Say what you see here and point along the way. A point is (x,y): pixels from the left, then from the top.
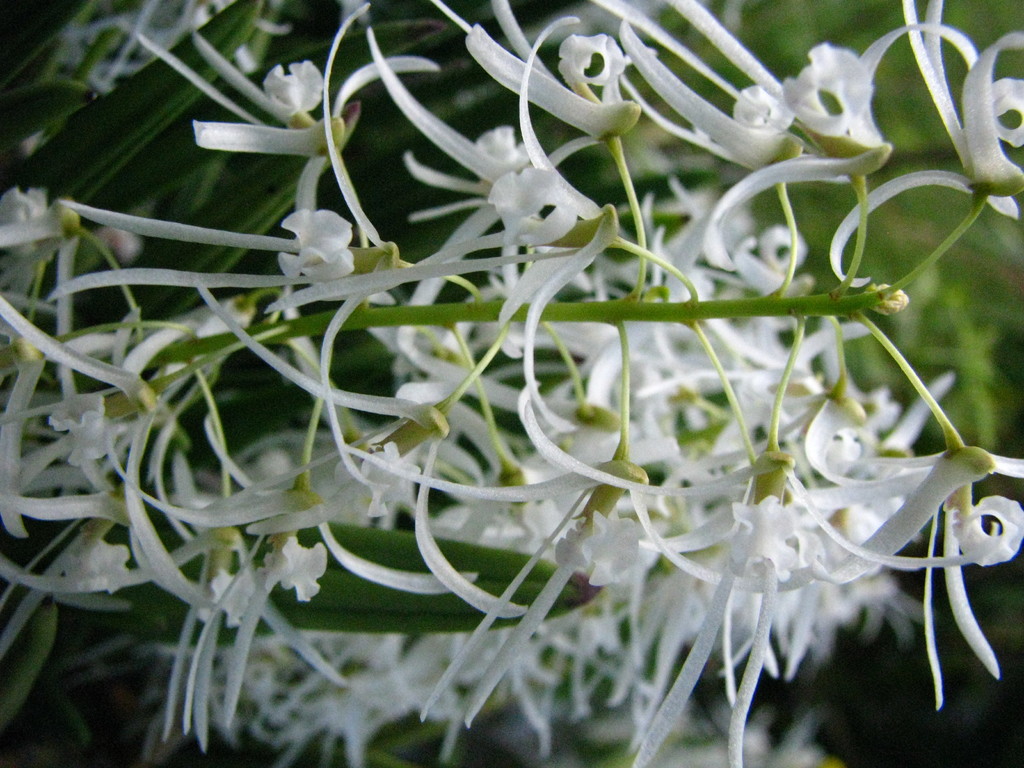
In this image I can see number of white colour flowers (596,583) and green leaves (359,588). I can also see this image is little bit blurry in the background (644,380).
